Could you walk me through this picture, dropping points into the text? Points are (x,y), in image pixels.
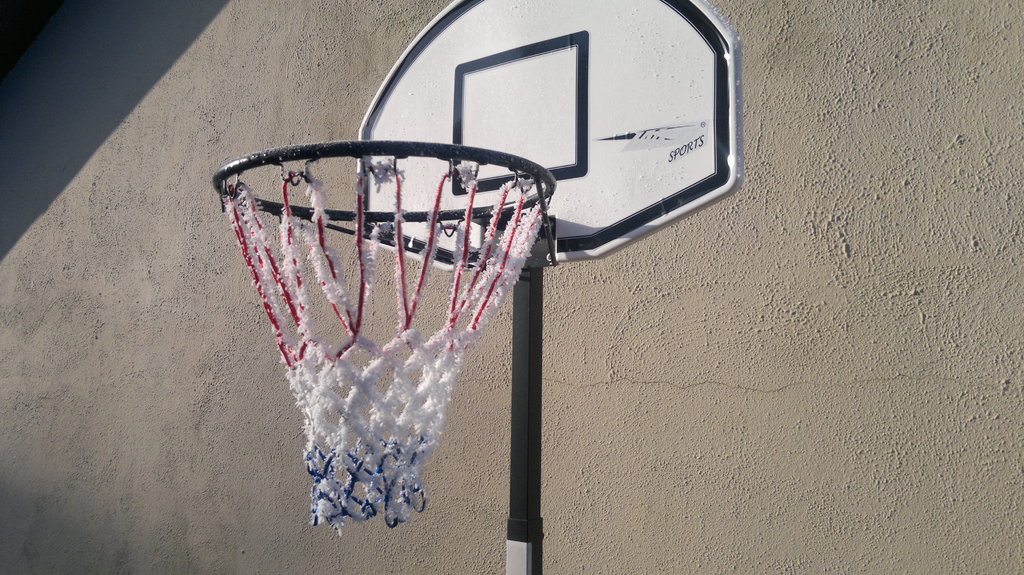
It is a basketball net (469,181). in the right side (845,222) it is a wall (822,390).
